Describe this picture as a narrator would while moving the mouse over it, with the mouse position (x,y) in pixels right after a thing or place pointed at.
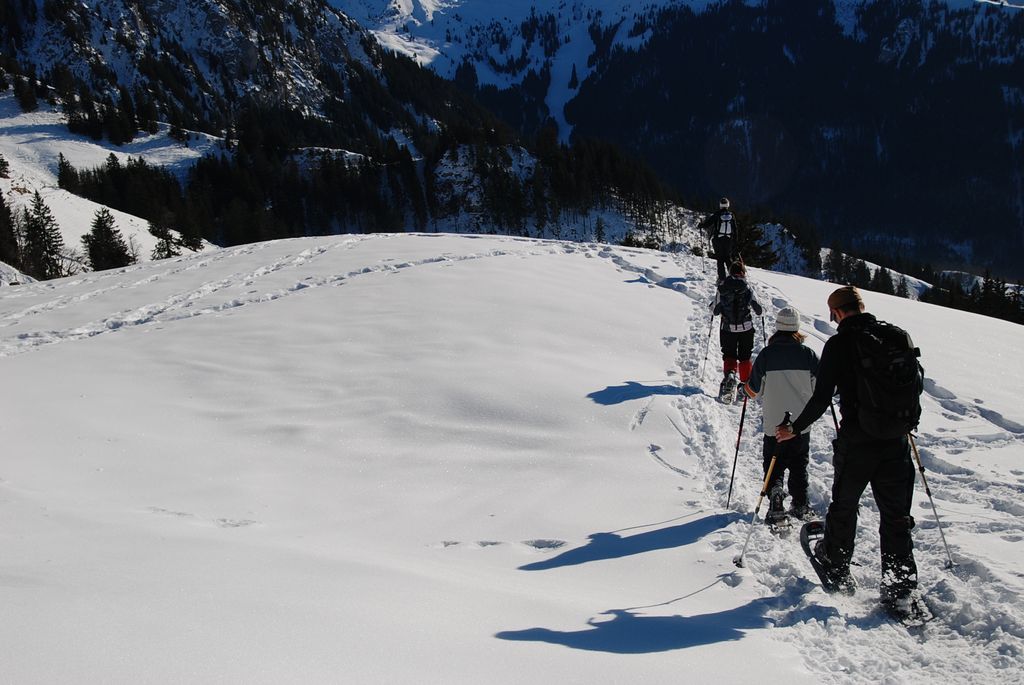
In this image in the center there are persons (819,370) walking on snow (632,421). On the ground (374,376) there is snow (385,362). In the background (463,134) there are trees (517,122).
